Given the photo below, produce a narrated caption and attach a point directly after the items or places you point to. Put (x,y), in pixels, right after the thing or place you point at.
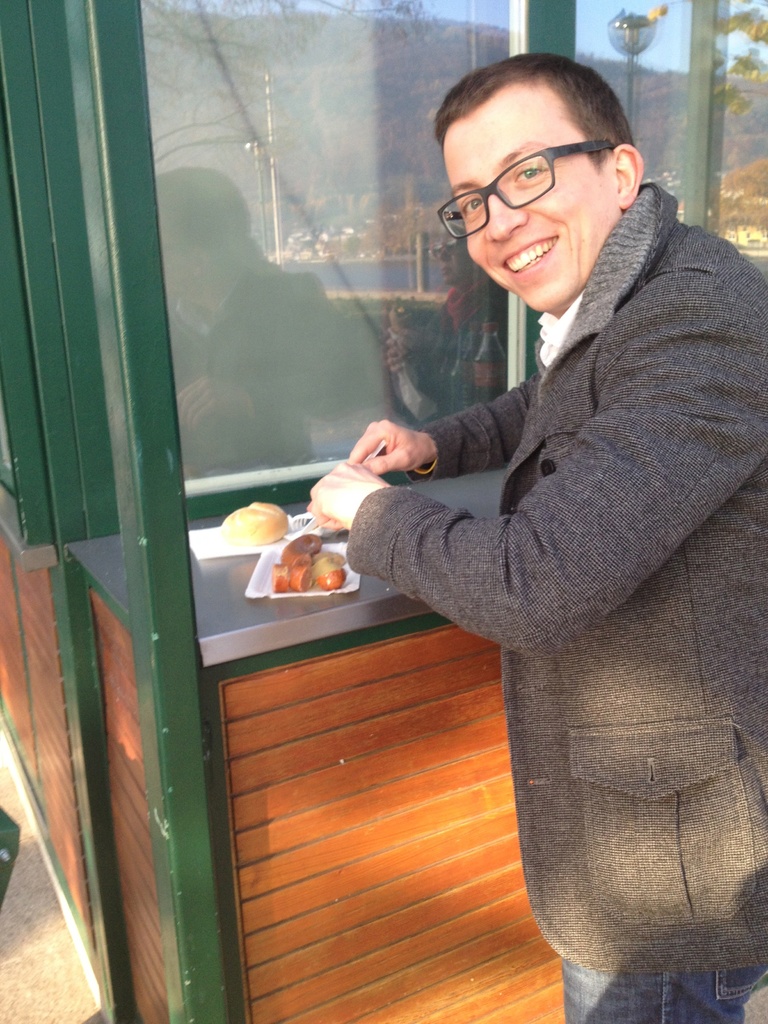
In this image we can see a person (399,501) standing and looks like he is eating, in front of him there are food items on a platform (243,633), behind it there is a glass window (286,297) and we can see the reflection (201,380) of trees (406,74), mountains (420,65), lights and a few other objects (702,67) on it.
